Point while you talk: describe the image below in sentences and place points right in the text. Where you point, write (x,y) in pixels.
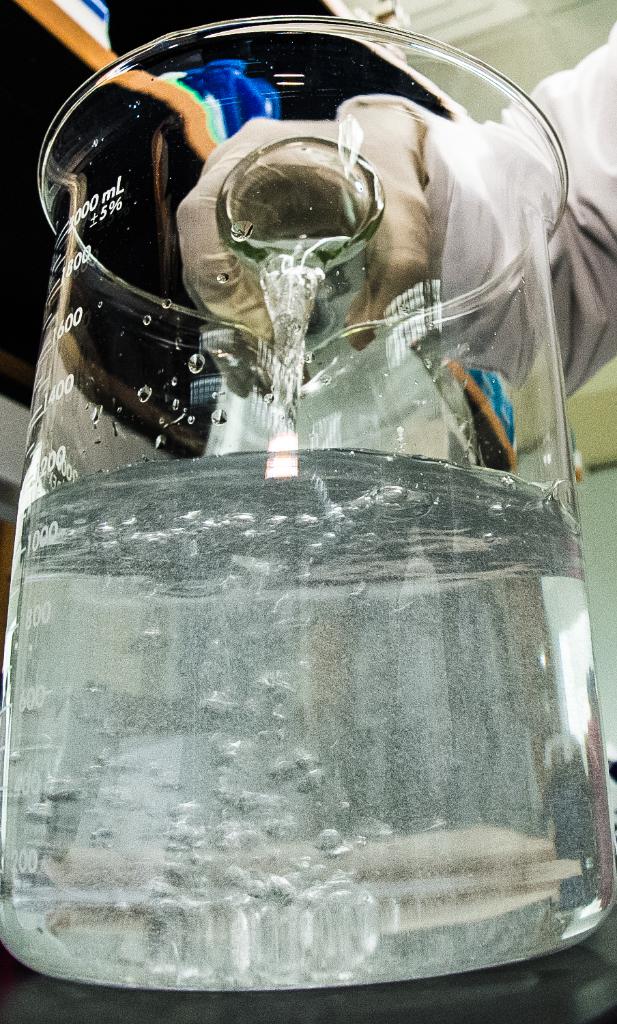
In the center of the image (290,407) we can see human hand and solution (261,703) in a beaker (295,720).
